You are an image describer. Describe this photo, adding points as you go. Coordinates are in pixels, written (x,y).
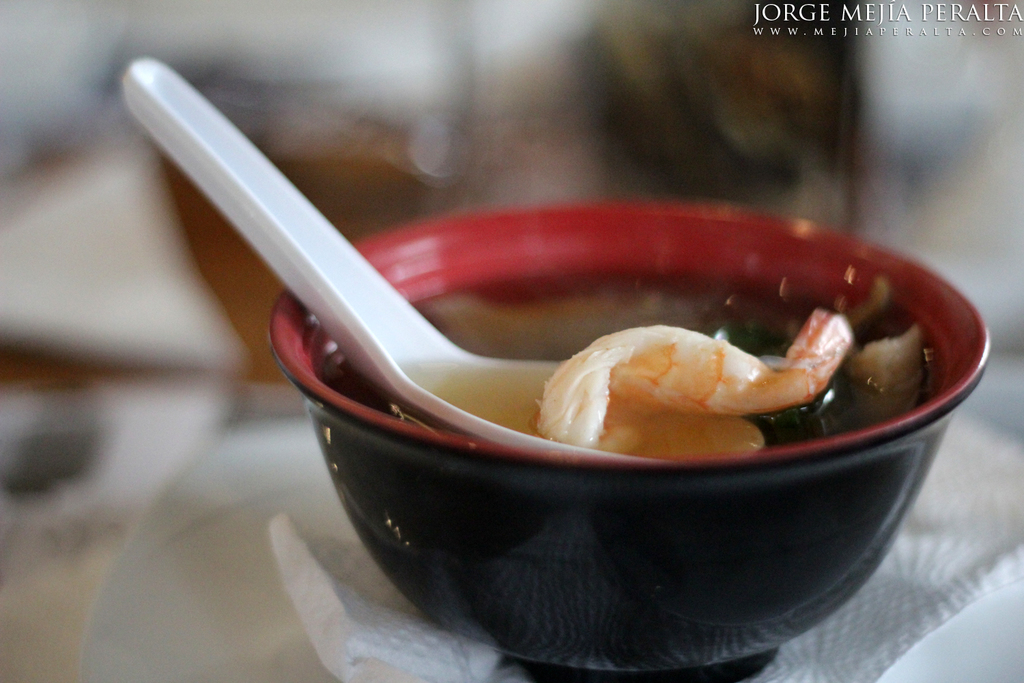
In this image we can see the liquid food (756,339) in the bowl (630,292), beside that we can see the spoon (394,325).
